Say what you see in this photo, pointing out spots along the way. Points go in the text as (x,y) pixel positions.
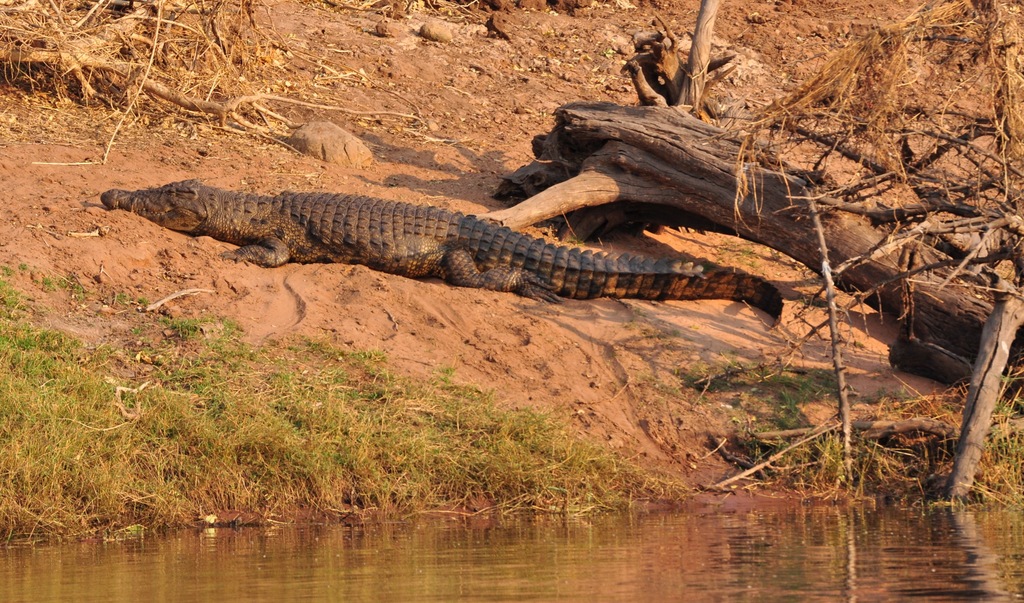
There is water (338,560). Above this water level (338,536), there is a crocodile (562,259), woods (919,237) and grass (315,436) on the ground (357,312).
